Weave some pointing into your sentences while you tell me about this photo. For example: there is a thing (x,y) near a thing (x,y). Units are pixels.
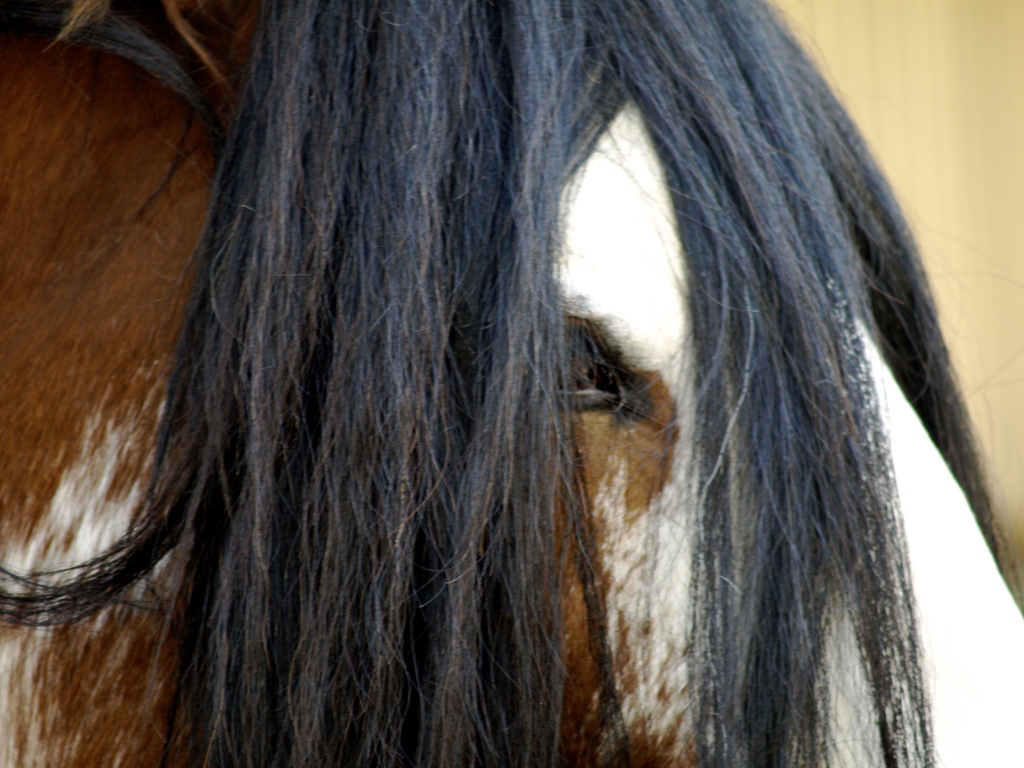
In this image in the center (458,429) there is hair (349,431) of the horse (364,340).
